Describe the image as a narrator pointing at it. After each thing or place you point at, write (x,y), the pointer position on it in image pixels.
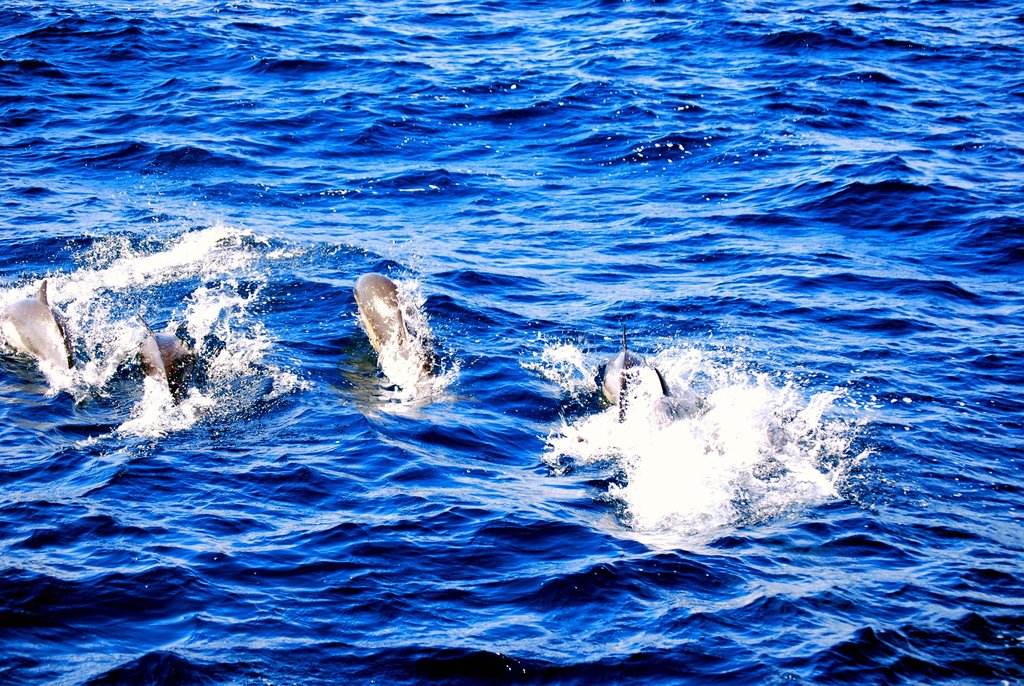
This picture is clicked outside the city. In the center (608,386) we can see the sea animals (612,383) in the water body (489,228) and we can see the ripples (315,551) in the water body (282,601).
